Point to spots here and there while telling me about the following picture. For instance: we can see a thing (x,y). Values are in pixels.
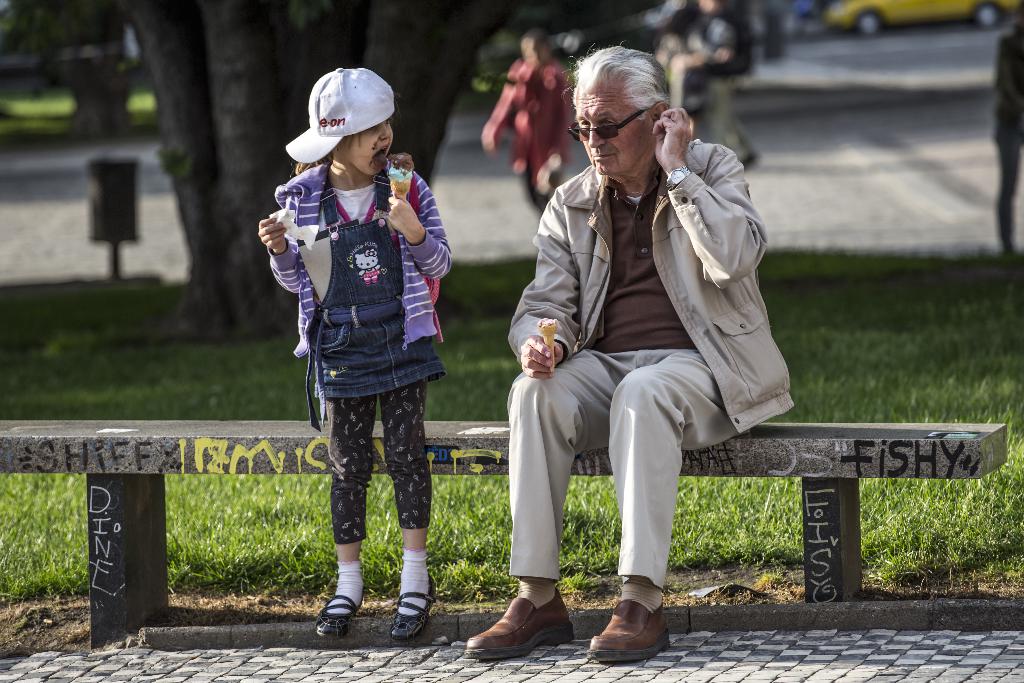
Here we can see a old man (664,286) sitting on a bench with a ice cream (552,361) in his hand (531,350) and beside him there is a child (424,248) who is eating ice cream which is present in her hand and behind them we can see group of people (683,67) walking and there is a car (862,29) at the top right (876,31) and there are trees (236,186).
